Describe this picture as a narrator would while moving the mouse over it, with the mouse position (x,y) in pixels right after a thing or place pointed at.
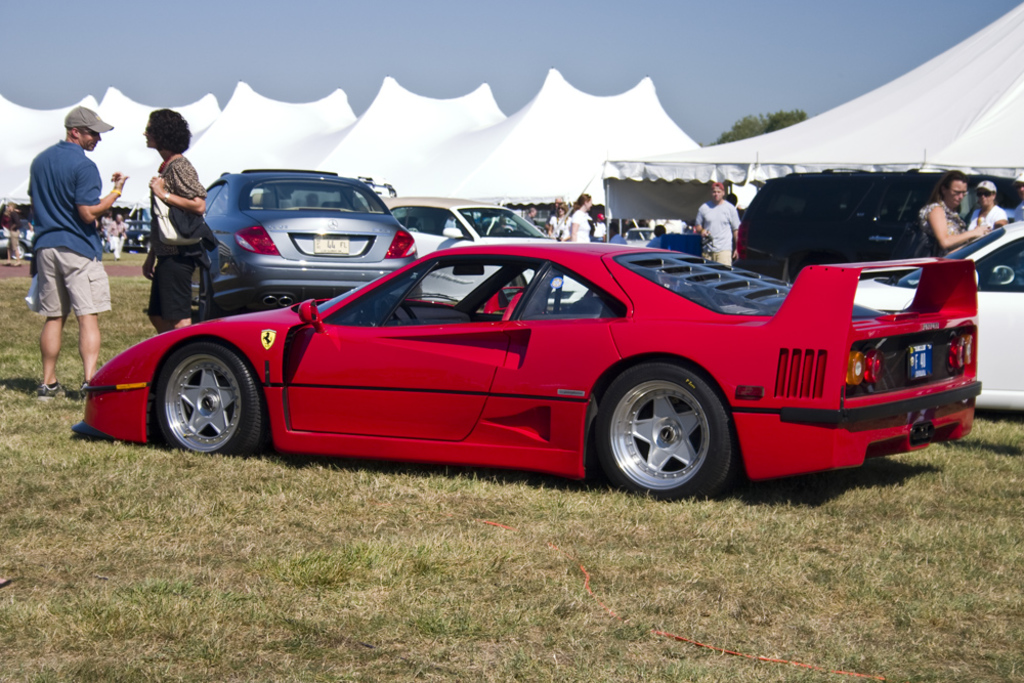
In this picture we can see vehicles (541,465) and people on the ground (523,473) and in the background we can see tents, tree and the sky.
